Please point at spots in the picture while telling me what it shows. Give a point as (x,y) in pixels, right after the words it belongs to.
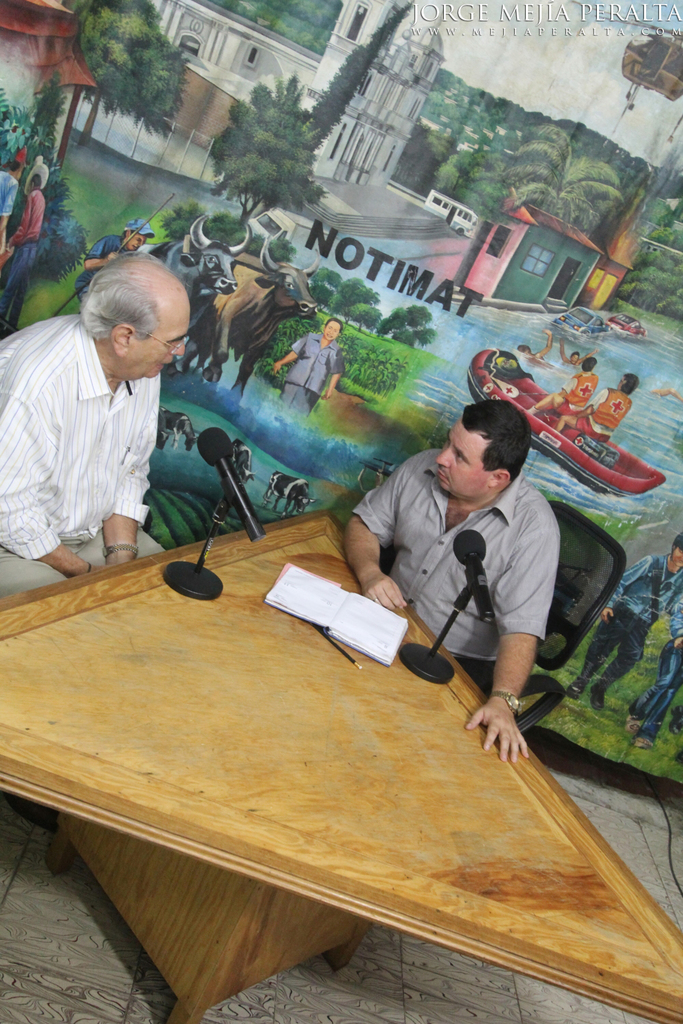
In this picture there are two men (149,541) who are sitting on the chair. There is a mic (214,527), book (327,604), pen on the table (245,667). At the background (298,239) there is a painting (363,208).
